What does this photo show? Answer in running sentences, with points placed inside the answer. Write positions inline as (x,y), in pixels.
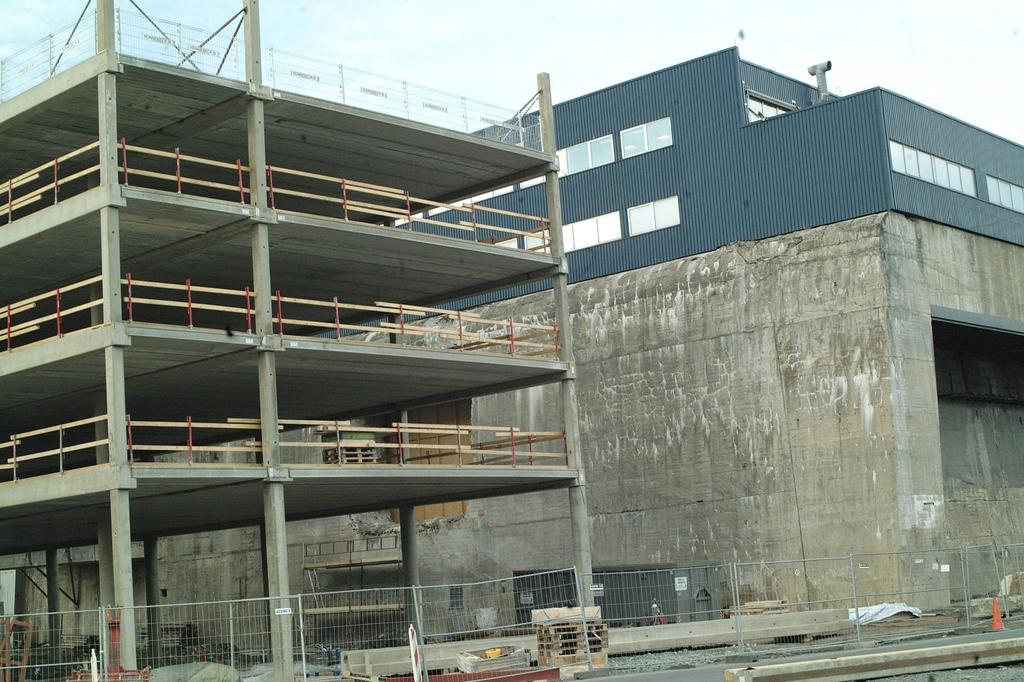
There are buildings (572,441) in the middle of this image (368,397). We can see a fence (607,645) at the bottom of this image (615,650). The sky (445,44) is at the top of this image (521,45).
